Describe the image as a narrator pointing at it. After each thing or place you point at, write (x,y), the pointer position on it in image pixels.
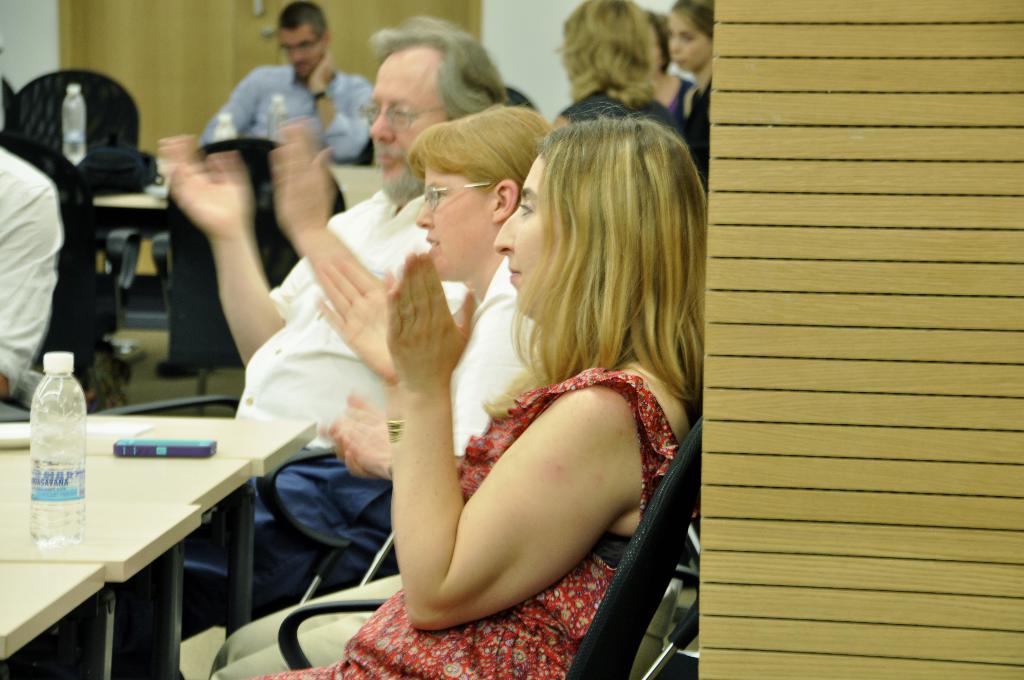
In this picture we can see some people (421,101) were sitting on chair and clapping hands (191,153) and in front of them there is table (21,460) and on table (236,429) we can see bottle (60,481), box (135,442), bag (103,172) and in background (168,50) we can see door (387,23), wall (525,50).
